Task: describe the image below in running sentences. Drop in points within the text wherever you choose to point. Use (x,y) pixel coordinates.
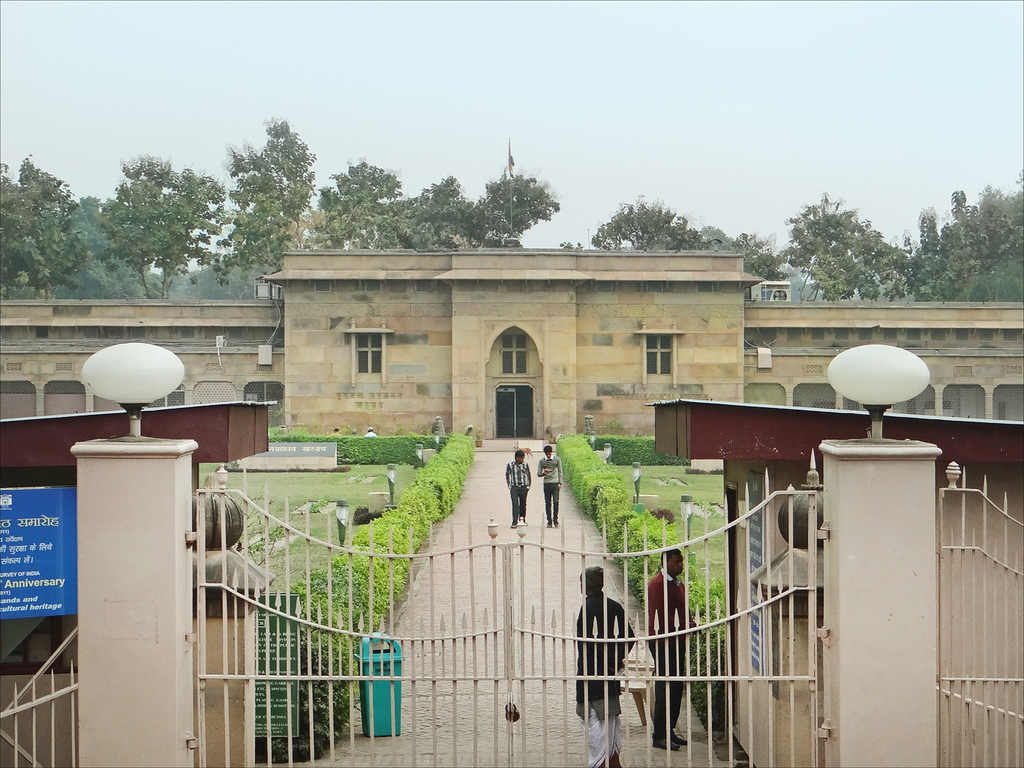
In the picture we can see some historical construction (420,387) and near it, we can see a pathway (561,632) with some people (542,469) are walking and on the both the sides of the path (542,508) we can see the grass (251,522) and in front of it, we can see a gate (280,524) with lamps (144,407) on either side and in the background (72,123) we can see the trees (805,265) and the sky (871,168).
